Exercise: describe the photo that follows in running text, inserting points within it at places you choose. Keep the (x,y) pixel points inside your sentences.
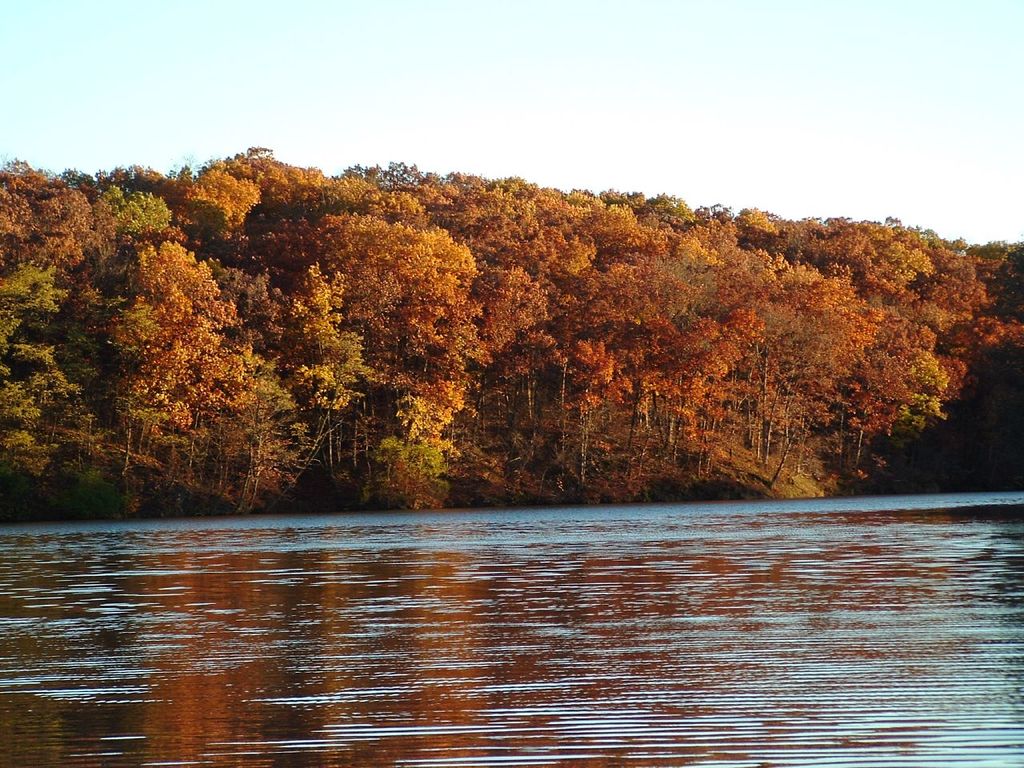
In this picture I can see there is a lake (625,649) and the water (163,650) is flowing in the lake (608,566). There are some trees (311,351) and there is a mountain (712,421) here and in the backdrop (539,93) I can see the sky (587,109) is clear.
